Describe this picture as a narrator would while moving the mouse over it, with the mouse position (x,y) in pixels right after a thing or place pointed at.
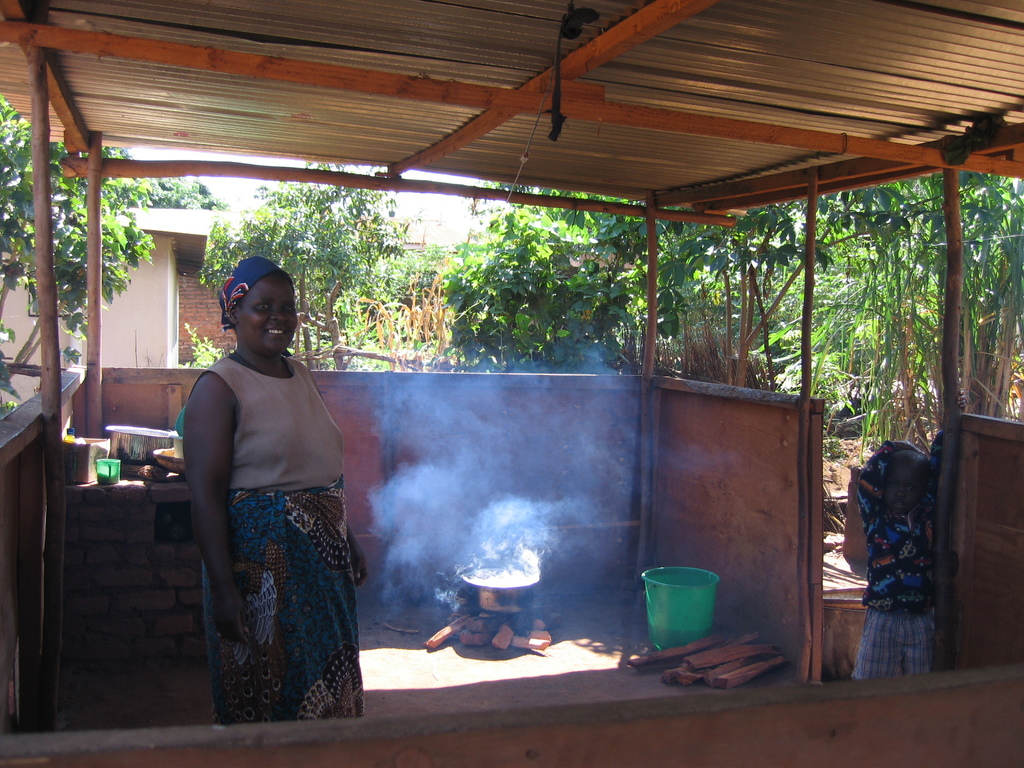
In this image there is a woman (215,529) standing. Behind her there are a few objects (144,457) on the table (136,508). Beside it there is a fireplace (483,613). There is an utensil (489,589) on the fireplace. Beside it there are wood pieces (678,647) and a bucket (664,586). To the right (914,537) there is a kid (889,559) standing. In the background (547,343) there are trees (468,329), plants (883,361) and a house (196,277). At the top (401,107) there is a ceiling (390,102) of the shed (472,104).
